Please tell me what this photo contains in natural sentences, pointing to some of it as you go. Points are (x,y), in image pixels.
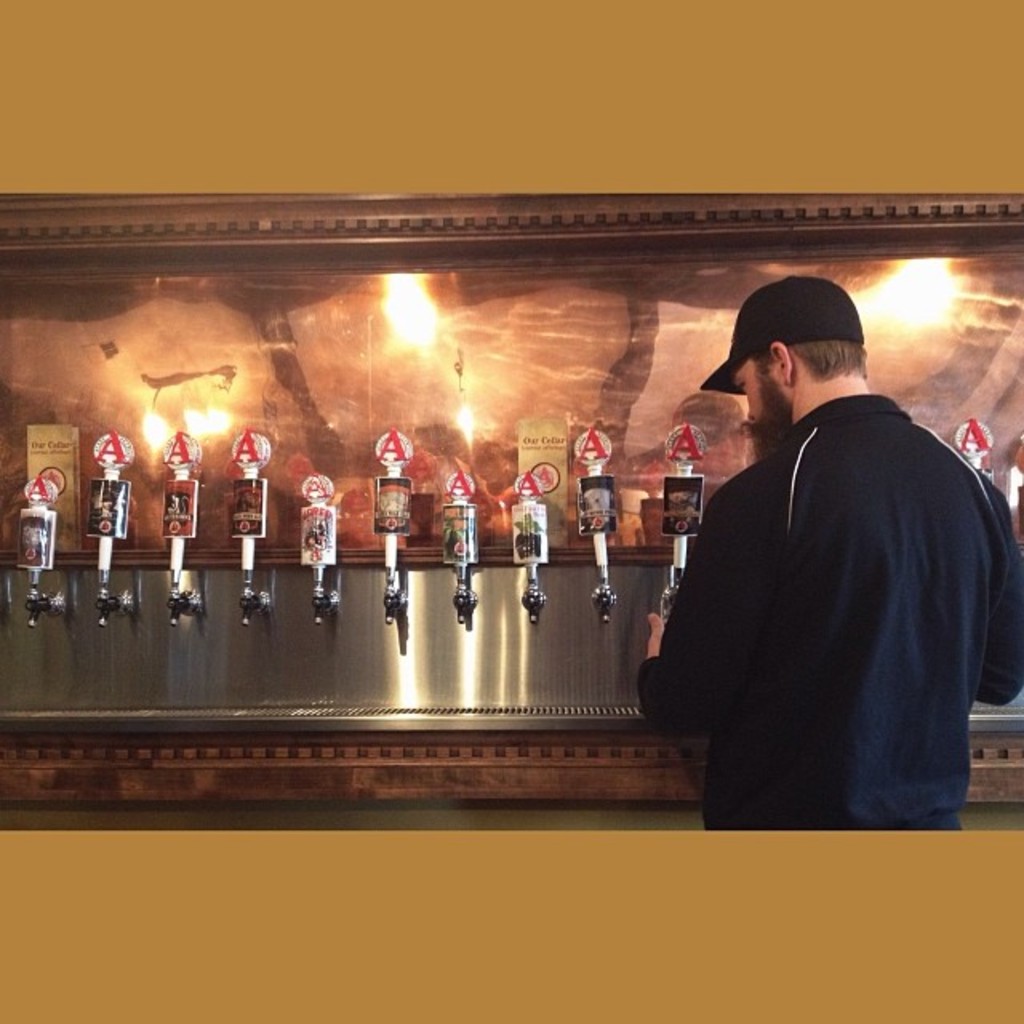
At the bottom of this image (901,989), there is a brown color surface (266,895). Behind this brown color surface (946,920), there is a person (909,417) in a dark color jacket (823,432) holding a bottle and filling it. In the background (612,568), there are taps (461,490) and a wall (573,542).
